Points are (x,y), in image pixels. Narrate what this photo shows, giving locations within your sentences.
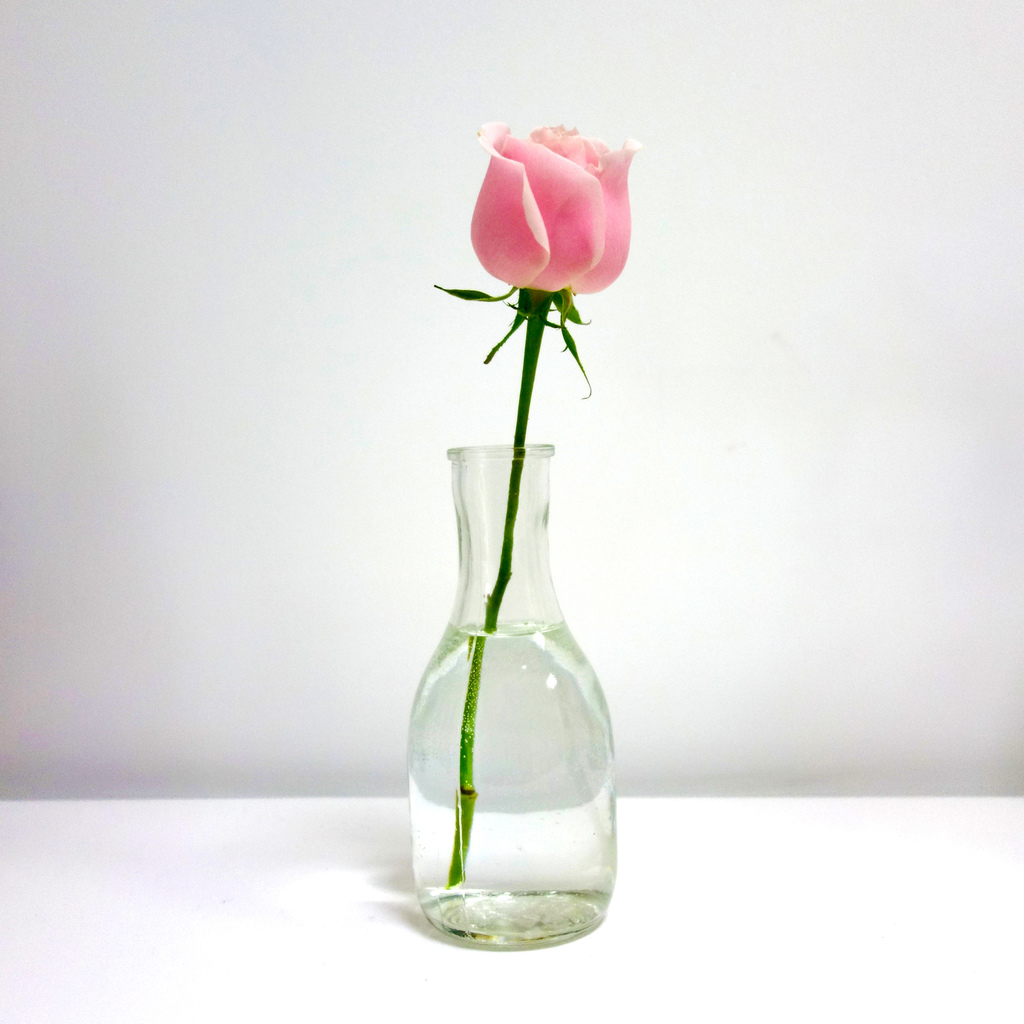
In this image there is a pink color rose (553,272) kept in a small glass jar (494,634) on a table (818,992), and in the back ground (223,629) there is a wall (752,403).
